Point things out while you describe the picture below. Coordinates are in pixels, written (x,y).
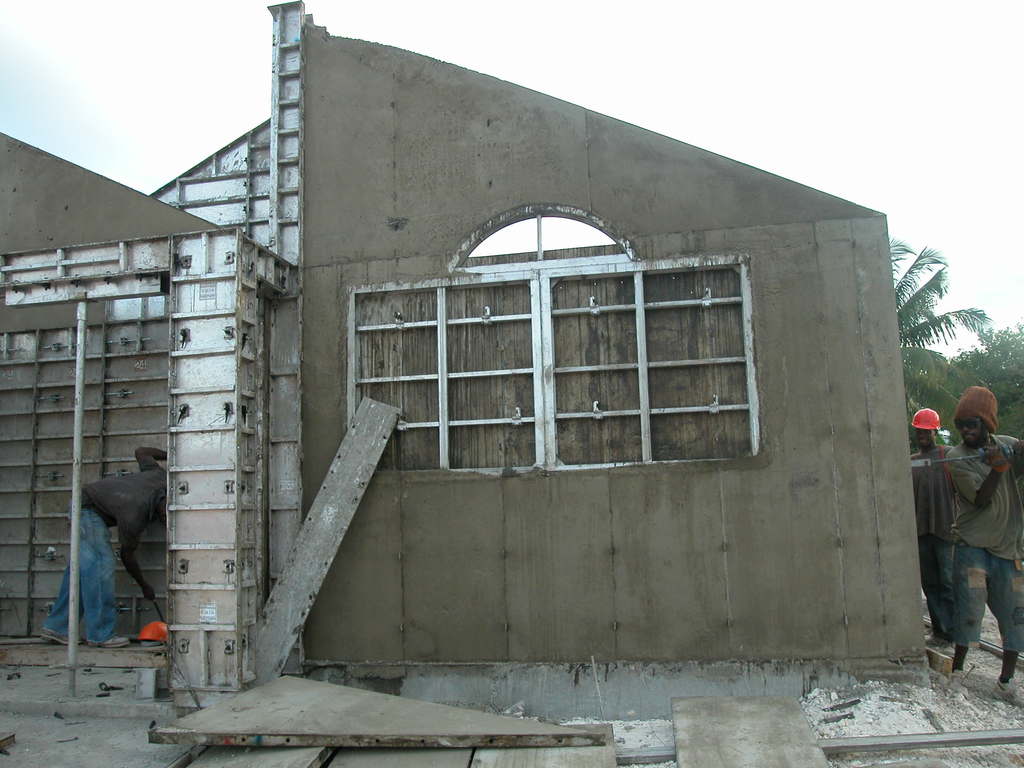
In this image there are three persons (90,600) constructing a concrete house (552,533), in the background (931,363) there are trees (925,389) and the sky (459,13).
